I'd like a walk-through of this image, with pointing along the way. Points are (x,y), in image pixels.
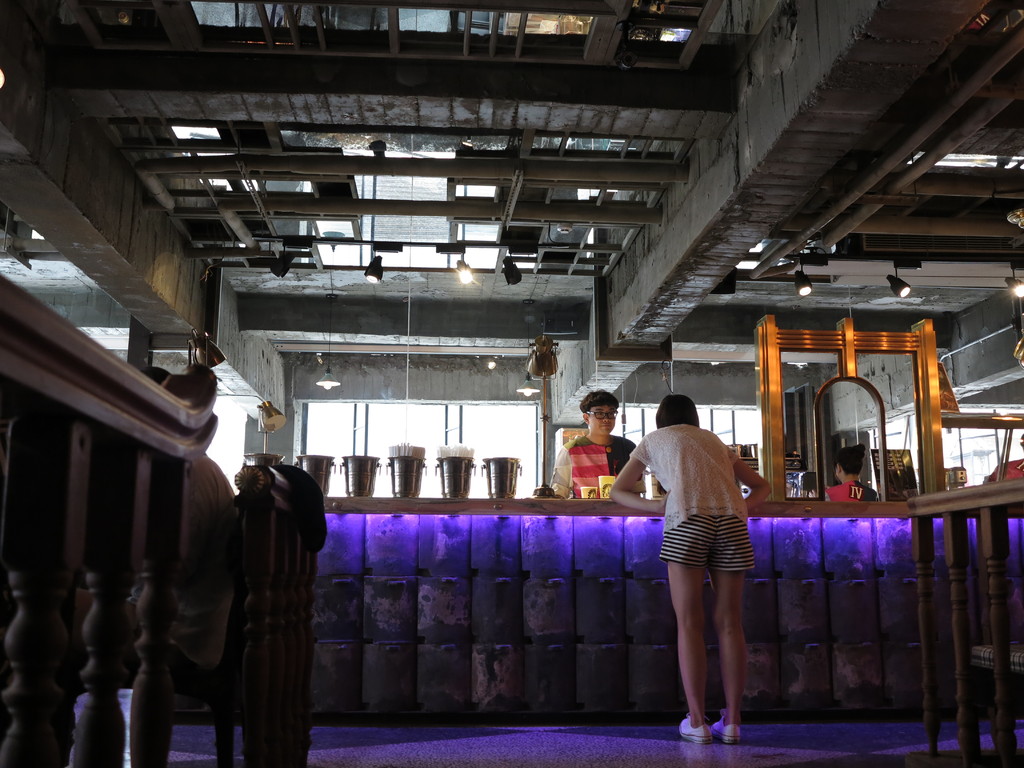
In this image we can see some people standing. We can also see the railing (167,609), some jars (499,459) on a table (844,506), a frame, windows (511,454) and a roof (485,226) with some metal rods (482,211) and ceiling lights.
